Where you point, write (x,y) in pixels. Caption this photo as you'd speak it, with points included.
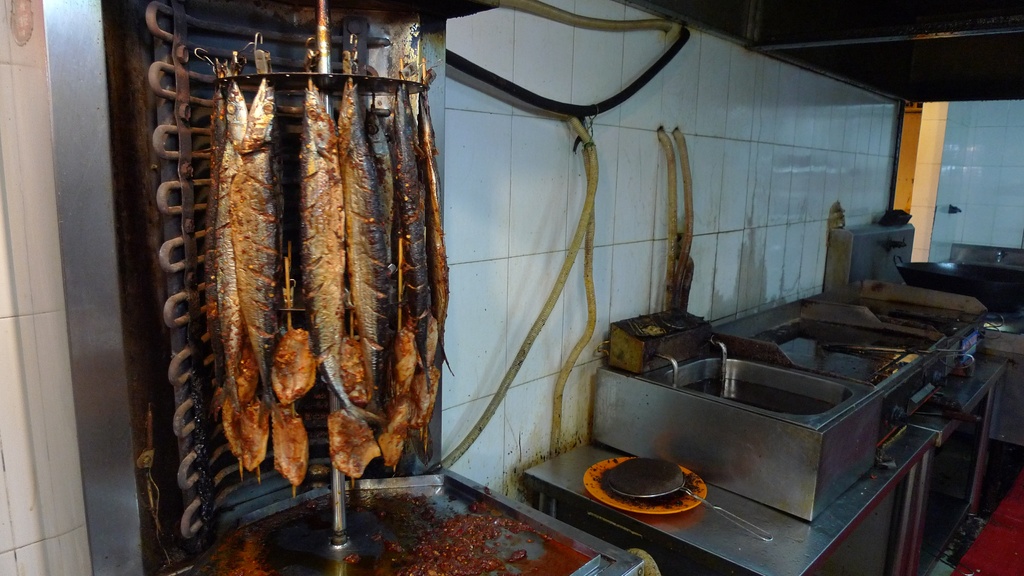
These are the fishes (319,247), on the right side (941,346) there are iron boxes (811,382).
